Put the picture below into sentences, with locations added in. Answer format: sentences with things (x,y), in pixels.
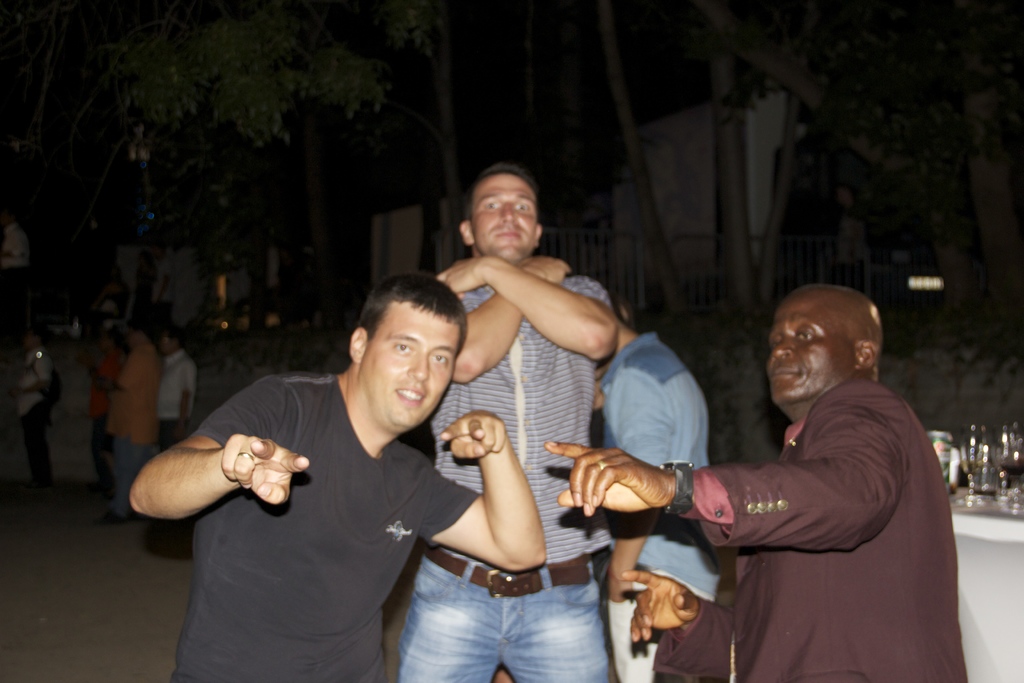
This image consists of some persons (537,460). In front (558,460) there are some persons (455,490) who are standing. There are trees (736,25) at the top (529,25). There is a table (1008,626) on the right side (1014,537). On that there are bottles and glasses (1004,468).
